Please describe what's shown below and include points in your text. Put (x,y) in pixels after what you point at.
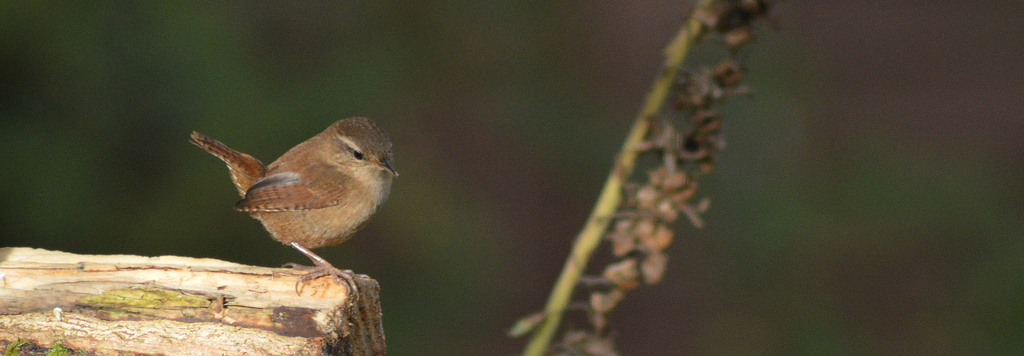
In this image I can see a wooden thing (63,287) on the left side (218,346) and on it I can see a brown colour bird (317,263) is standing. In the centre of this image (603,195) I can see an object (589,342) and I can see this image is little bit blurry in the background (503,227).
